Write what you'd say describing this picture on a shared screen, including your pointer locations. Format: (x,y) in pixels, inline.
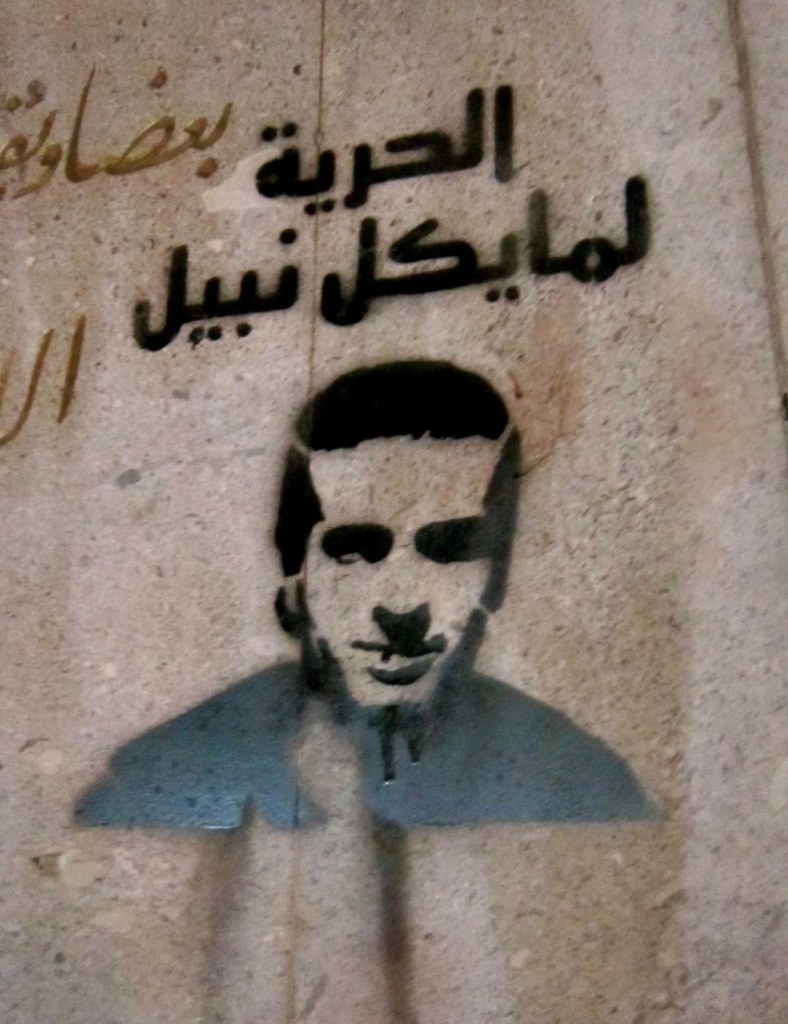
In this image we can see a painting (446,766) of a person (395,768) on the wall (317,732) along with some text (160,125).
